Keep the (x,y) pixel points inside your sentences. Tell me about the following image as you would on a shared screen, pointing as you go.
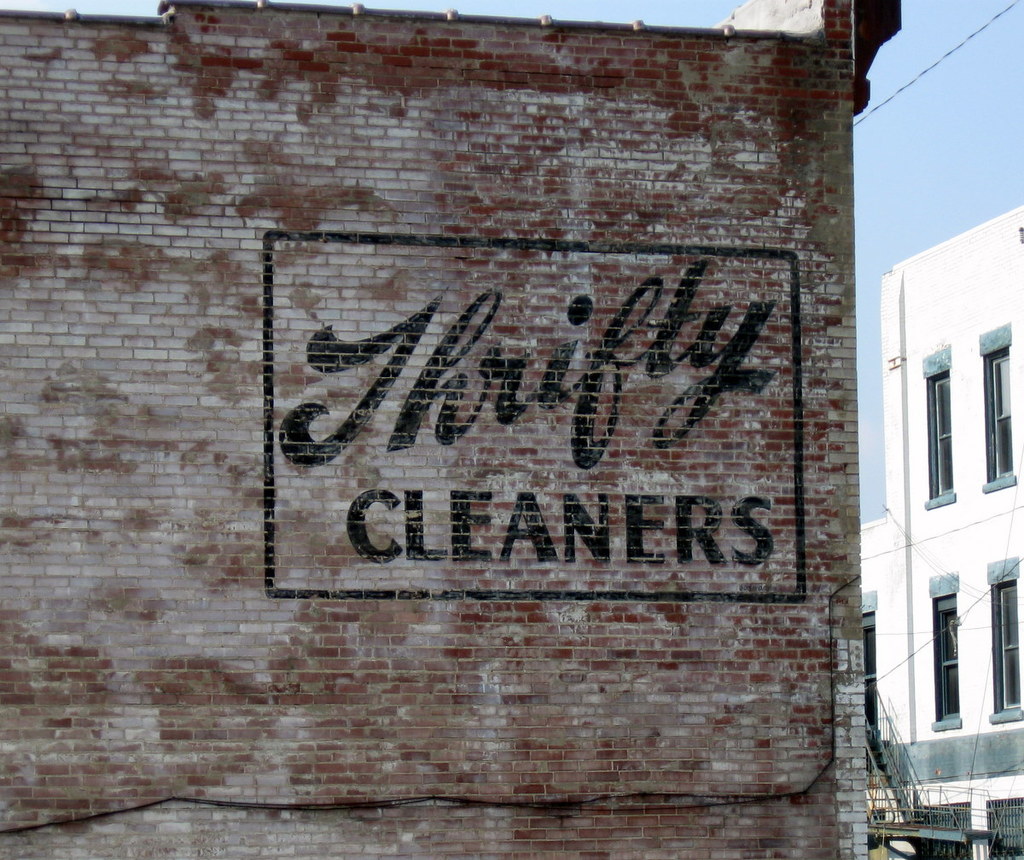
These are buildings (623,631), this is sky (918,159).
